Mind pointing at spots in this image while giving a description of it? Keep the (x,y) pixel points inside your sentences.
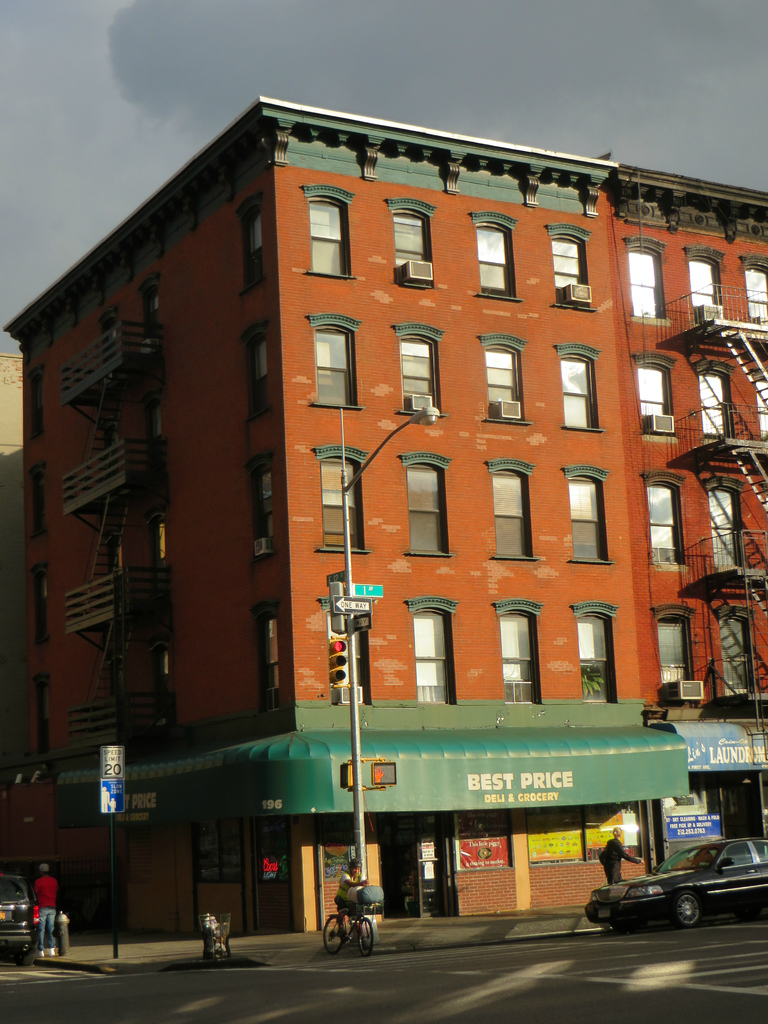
This is an outside view. At the bottom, I can see two cars (9,913) on the road (321,978). One person (340,909) is riding the bicycle (356,934). On the right side (613,857) one person (612,871) is walking on the footpath (529,917). On the left side (44,913) there is a person (46,916) standing facing towards the back side (46,906). Beside the road (667,945) there is a traffic signal pole (353,791). In the middle of the image (449,574) there is a building (501,515) along with the windows (501,510) and a railing (705,324). At the top of the image (448,44) I can see the sky (477,44).
